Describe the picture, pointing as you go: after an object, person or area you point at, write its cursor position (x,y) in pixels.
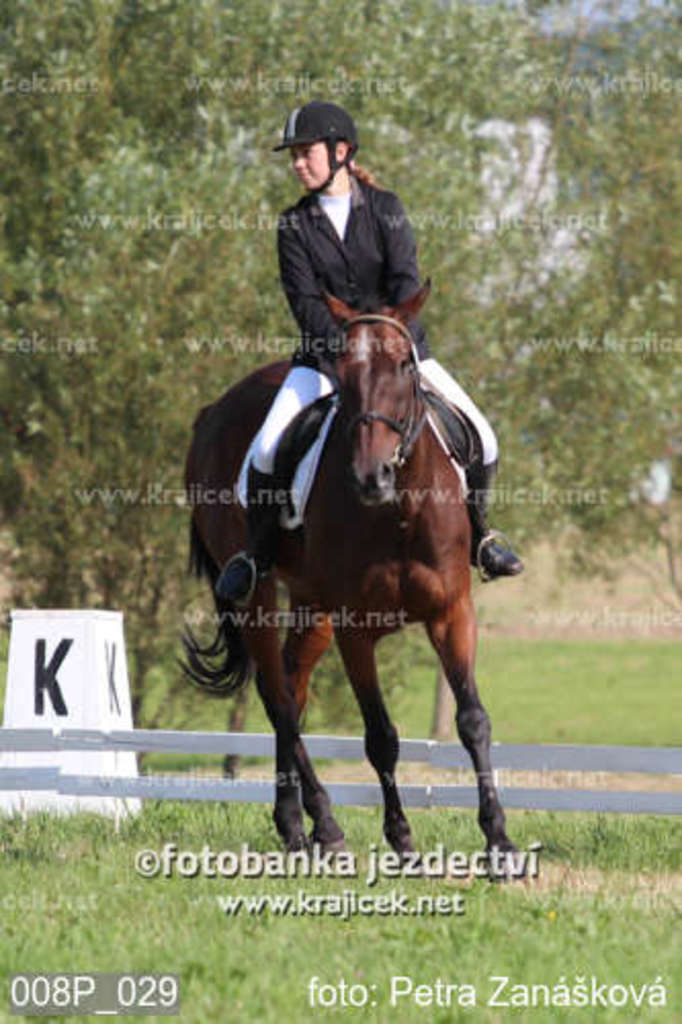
In this picture we can see a horse (240,414) running on the grass (545,944) with a person (307,136) sitting on it, some text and in the background (88,726) we can see a board (101,656), wooden planks (453,754) and trees (271,222).
